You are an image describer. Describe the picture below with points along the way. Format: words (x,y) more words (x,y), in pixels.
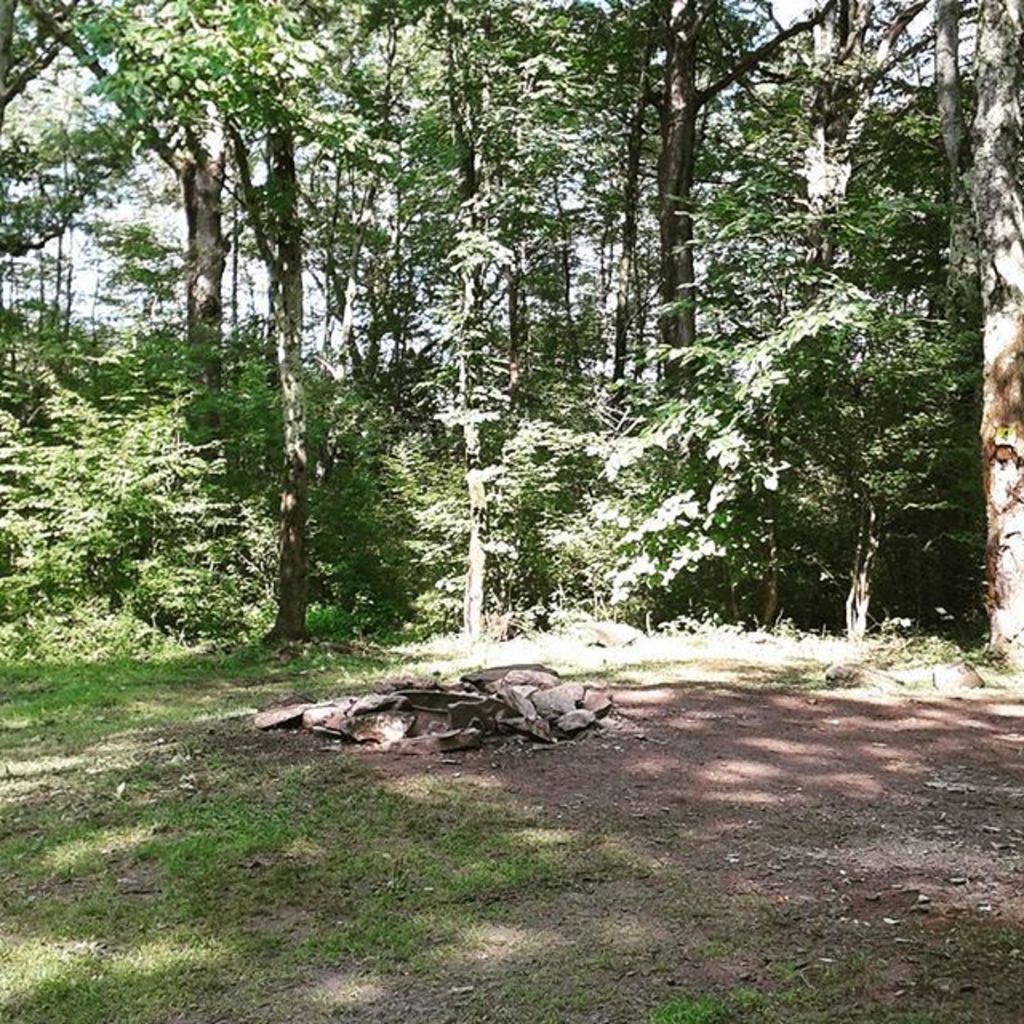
At the bottom of the image (703,742) on the ground (217,795) there is grass (217,795) and also there are few things (305,704) on the ground (375,664). In the background (602,601) there are trees (1023,229).
